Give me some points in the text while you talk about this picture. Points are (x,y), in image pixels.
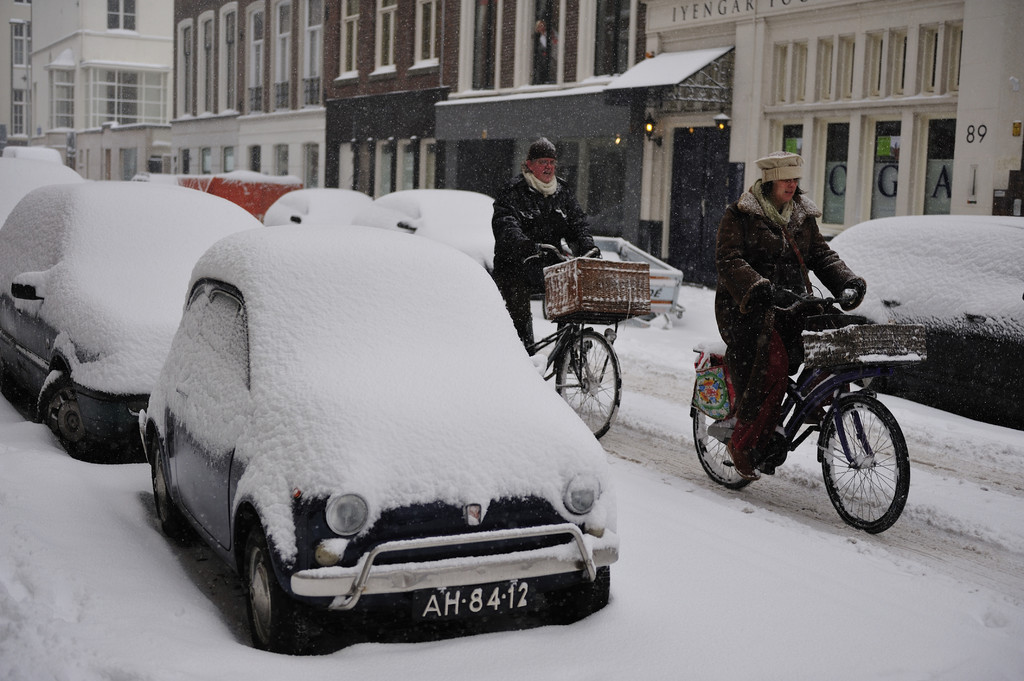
there are two persons (559,237) riding bicycle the cars (400,252) are covered with snow (458,384) there are buildings (460,104) near the car (304,536).
